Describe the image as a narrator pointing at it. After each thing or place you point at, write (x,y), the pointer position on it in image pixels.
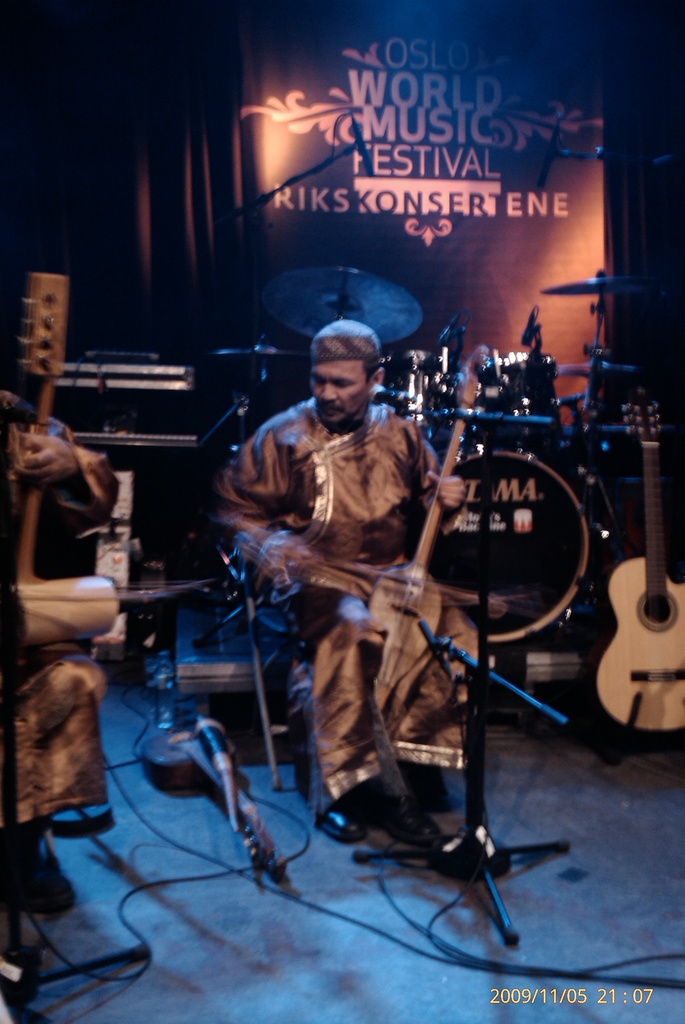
There are two persons (236,524). They are sitting on a chairs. They are playing a musical instruments (400,591). there is a guitar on the right side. We can see in the background (616,282) banner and musical instruments (535,503).
